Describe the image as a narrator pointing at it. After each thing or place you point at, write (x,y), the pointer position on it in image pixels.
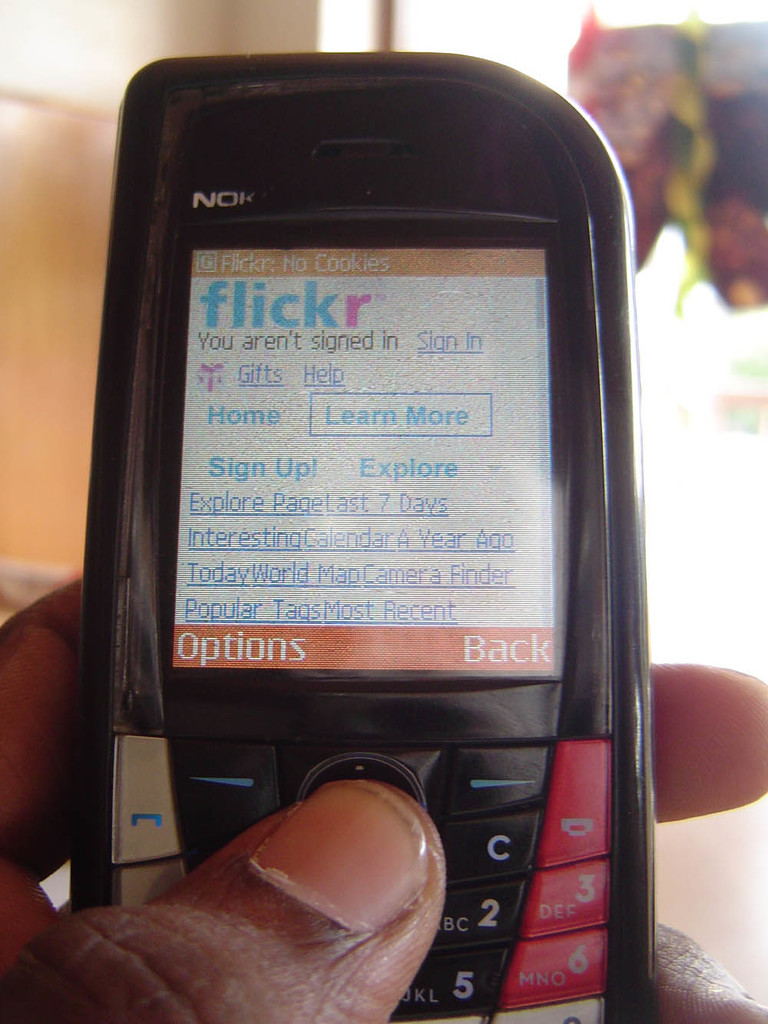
In this picture I can see a person's hand (45,768) holding a mobile (301,689) and on the screen (312,335), I see something is written and I see that it is blurred in the background (592,20).
